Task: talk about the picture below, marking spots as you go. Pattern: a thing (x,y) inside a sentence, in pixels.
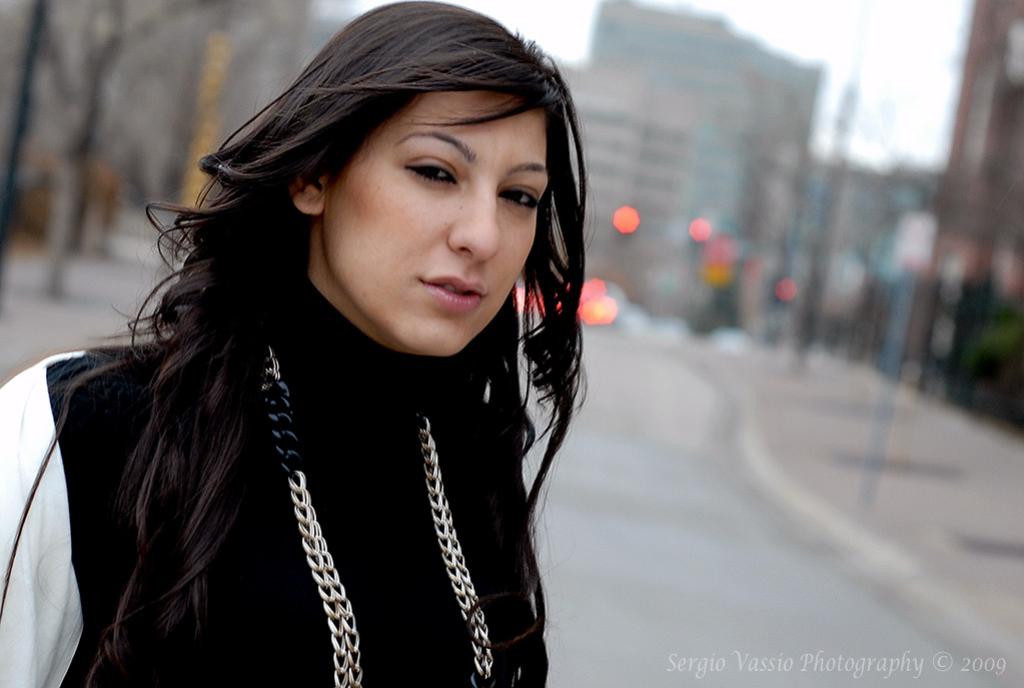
In this image I see a woman (243,401) who is wearing a black and white top (388,419) and In the background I see lot of buildings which are blurred and also the road (584,365).
